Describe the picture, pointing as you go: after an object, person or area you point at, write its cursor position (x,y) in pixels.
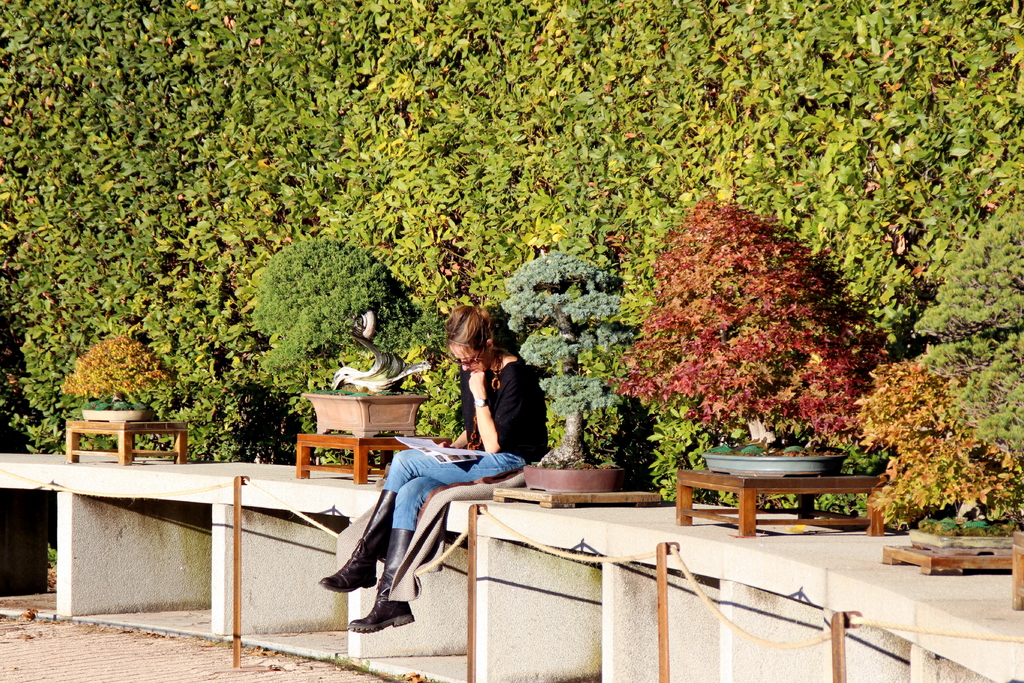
In the image there is a small wall (942,627). On the wall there is a lady (474,429) with black t-shirt (510,393), jeans (477,464) and shoes (380,520) is sitting. And also there are plants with pots (942,540) on the wall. And in the background (464,274) there are many leaves (816,208).
